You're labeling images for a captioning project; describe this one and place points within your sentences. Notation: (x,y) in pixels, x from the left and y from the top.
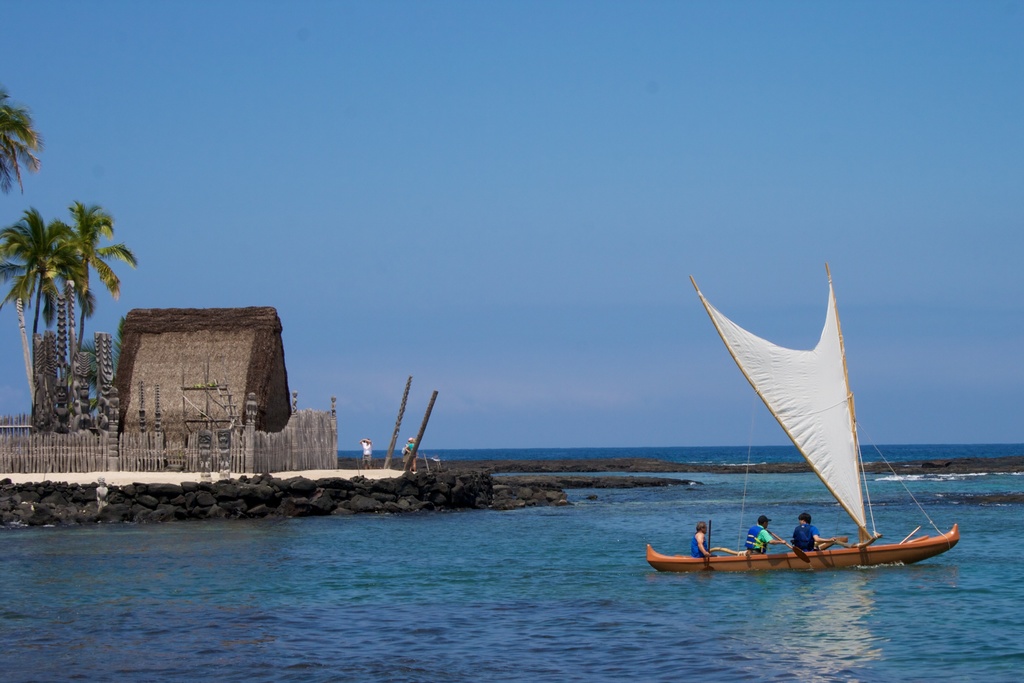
In this picture, we can see a few people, ground (398,466), hut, fencing (322,451), poles (28,378), trees (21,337), water (716,587) boat (786,567) and a few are sailing in a boat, and the sky (585,378).
